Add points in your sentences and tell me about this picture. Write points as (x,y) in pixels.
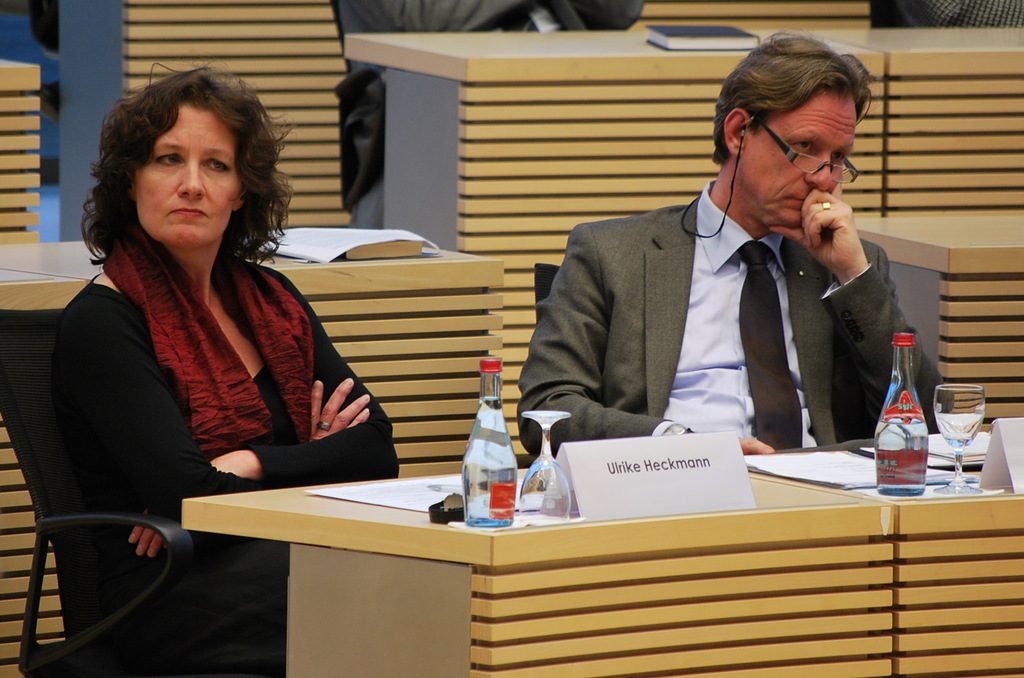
In the picture I can see two persons (680,340) sitting in chairs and there is a table (754,460) in front of them which has few papers (774,460) and some other objects (709,478) placed on it and there are few other persons (590,18) and tables (519,73) in the background (441,278).
